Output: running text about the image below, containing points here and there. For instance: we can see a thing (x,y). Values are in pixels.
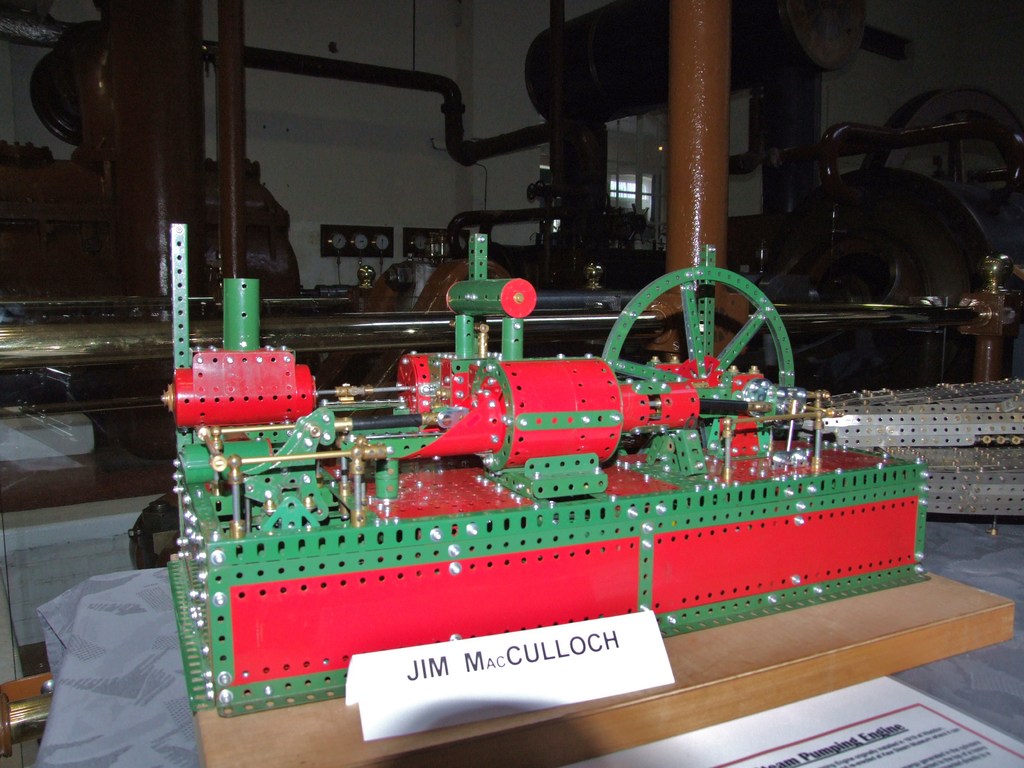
In this image, we can see a machine (438,378). There are pipes (570,133) in the middle of the image (609,329).
